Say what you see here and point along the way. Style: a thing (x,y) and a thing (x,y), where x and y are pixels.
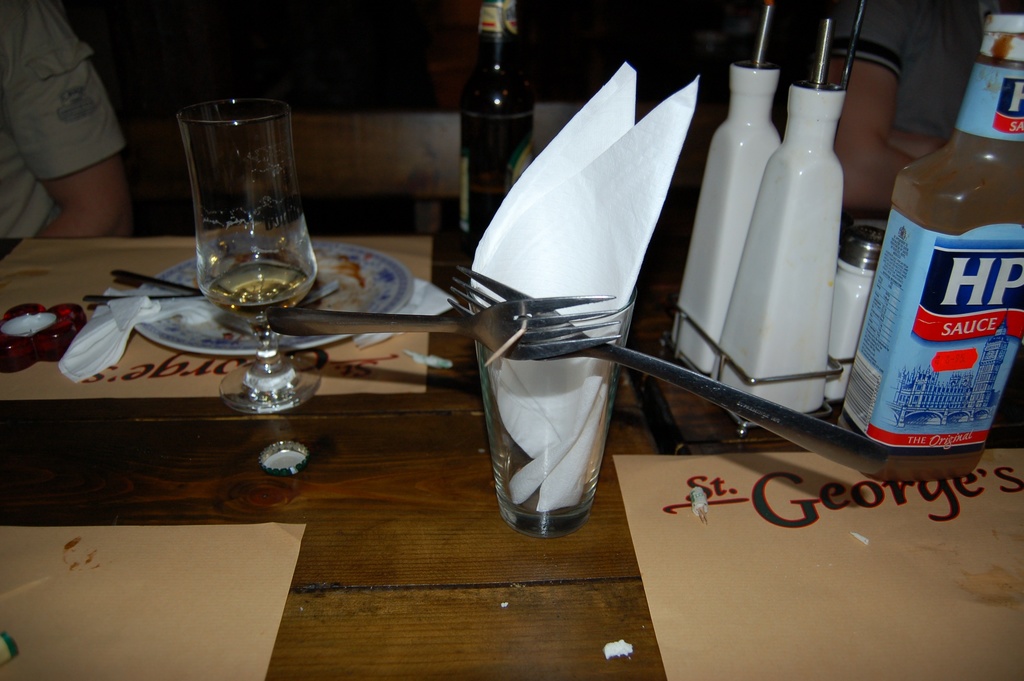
In this picture we can see a table (482,601). On the table (467,604) there are forks (593,350), glasses (577,370), plates (182,265), and bottles (794,259).
